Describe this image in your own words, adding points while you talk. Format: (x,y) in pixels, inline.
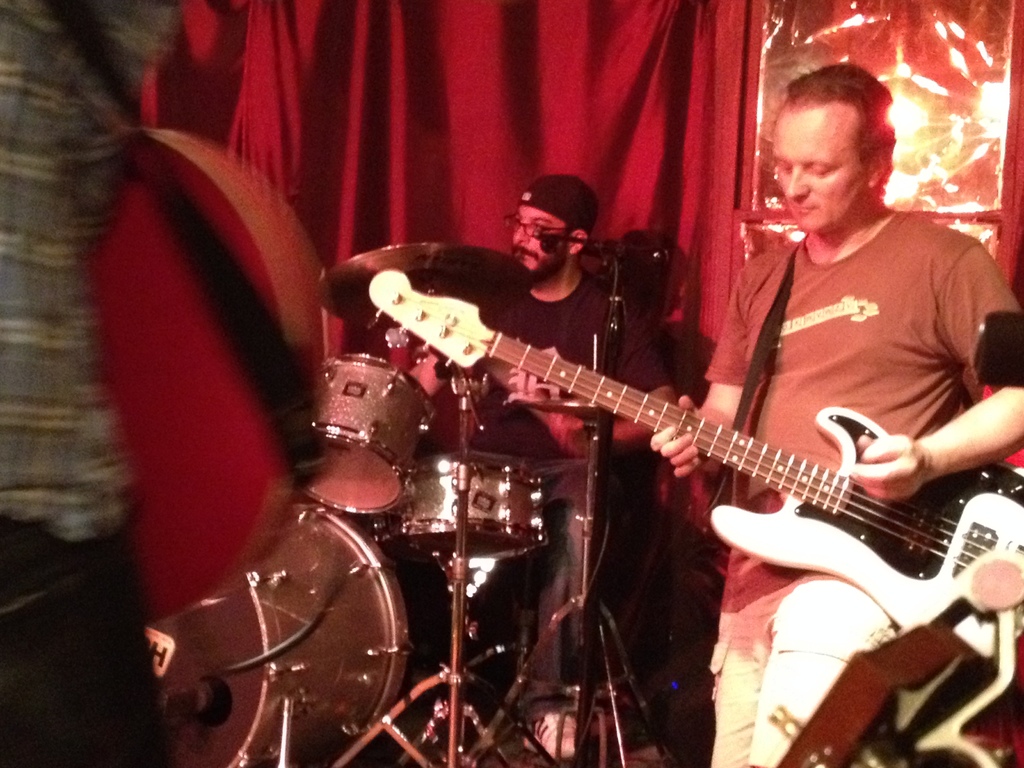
In this image, few peoples (80,591) are playing a musical instruments (392,614). And the middle person (539,240) wearing a glasses (531,229) and cap (544,207) on his head (540,219). At the background (597,98), we can see red color curtain (410,145).
